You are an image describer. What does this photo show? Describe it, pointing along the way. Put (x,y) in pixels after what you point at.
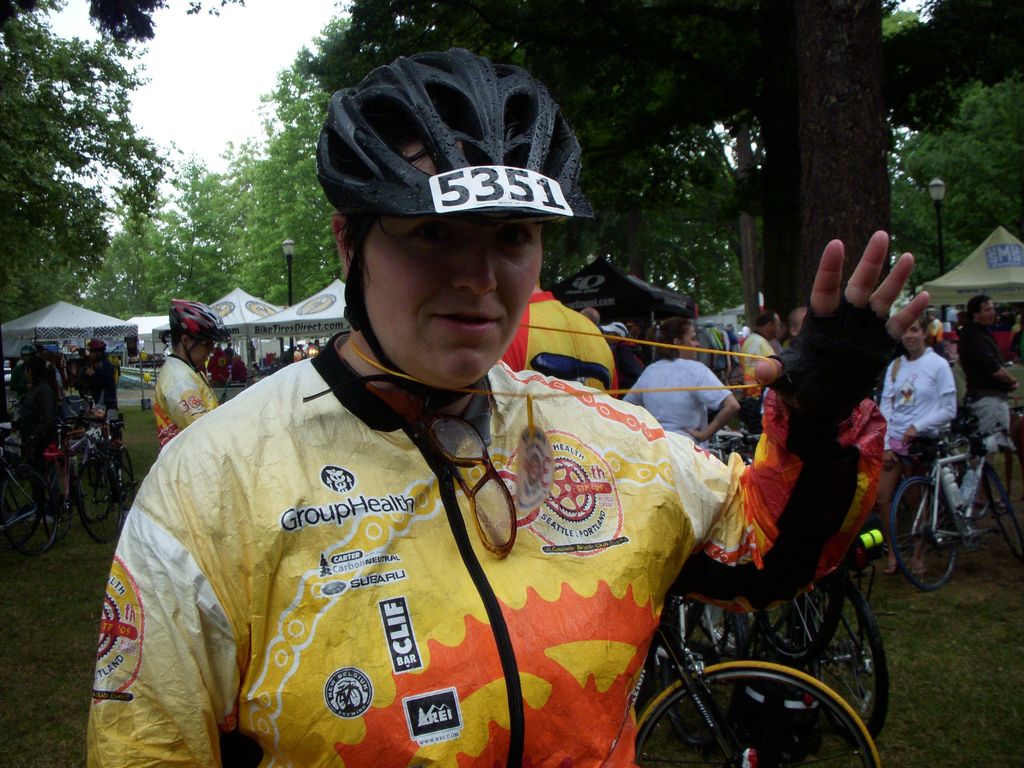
The woman (285,387) in front of the picture wearing yellow jacket (541,640) and helmet (419,190) is standing. Behind her, we see many people (678,417) are standing beside the bicycles (730,449). The man (184,396) in yellow jacket (169,394) is also standing. Behind him, we see a light pole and white color tents (125,326). There are trees (308,264) in the background (268,227). On the left side (11,524), we see bicycles (85,519). On the right side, we see a yellow color tent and a light pole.
